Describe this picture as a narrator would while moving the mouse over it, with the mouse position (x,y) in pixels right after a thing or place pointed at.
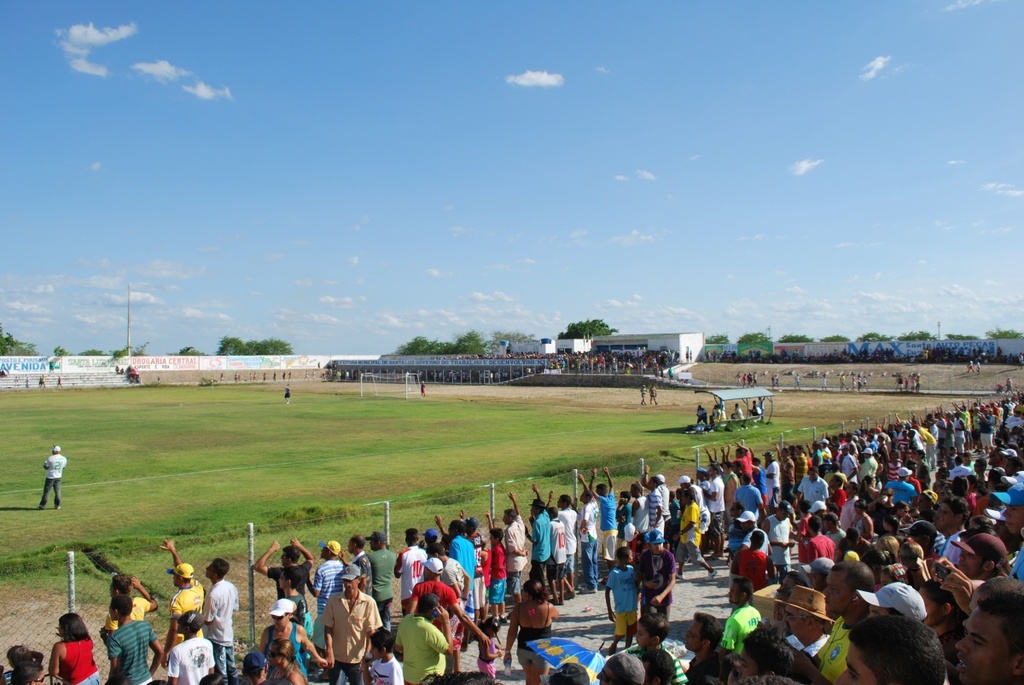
As we can see in the image there are group of people (657,591) standing here and there. There is fence (420,515), grass (297,468), buildings (608,338), trees (283,351), current pole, sky (286,217) and clouds (158,72).
